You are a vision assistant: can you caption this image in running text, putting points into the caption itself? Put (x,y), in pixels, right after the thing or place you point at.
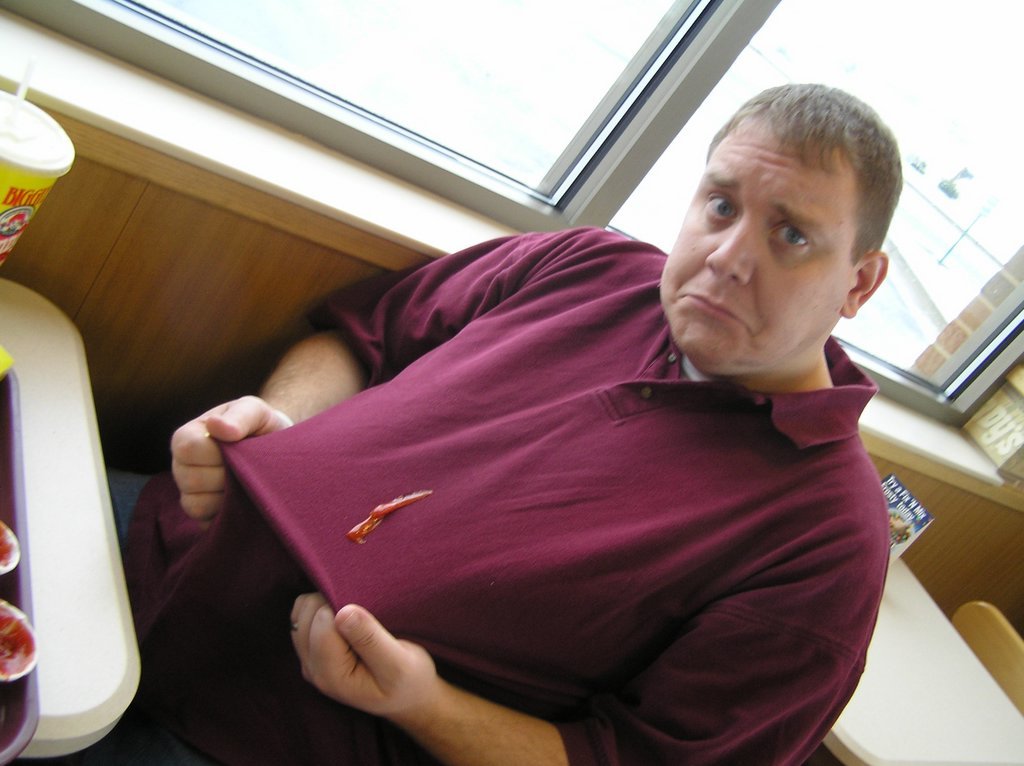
This man (550,409) is highlighted in this picture. He wore red t-shirt (516,483). He is holding his red t-shirt (303,541). He is sitting on a chair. This is a window (541,70) with glass (490,66). In-front of this man (691,444) there is a table (101,527). On a table (37,491) there is a tray (7,386) and a cup (7,238).
